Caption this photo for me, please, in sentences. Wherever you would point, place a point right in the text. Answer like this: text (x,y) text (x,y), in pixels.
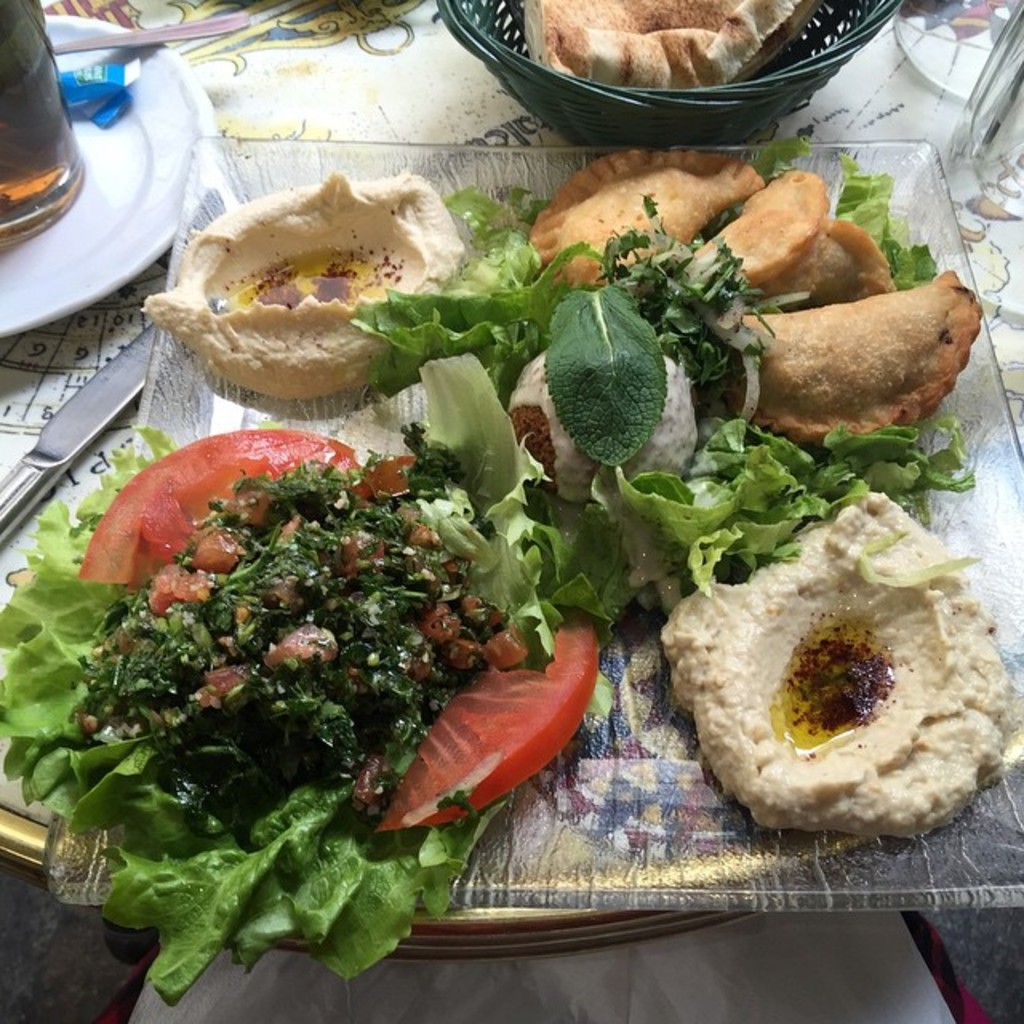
In this image I can see few food items (168,538), they are in red, brown, green and cream color and the food items (721,374) are on the tray (577,739). Background (783,59) I can see the bowl (460,29) and I can see a glass (58,105) on the plate (72,246) and the plate (50,271) is in white color.
